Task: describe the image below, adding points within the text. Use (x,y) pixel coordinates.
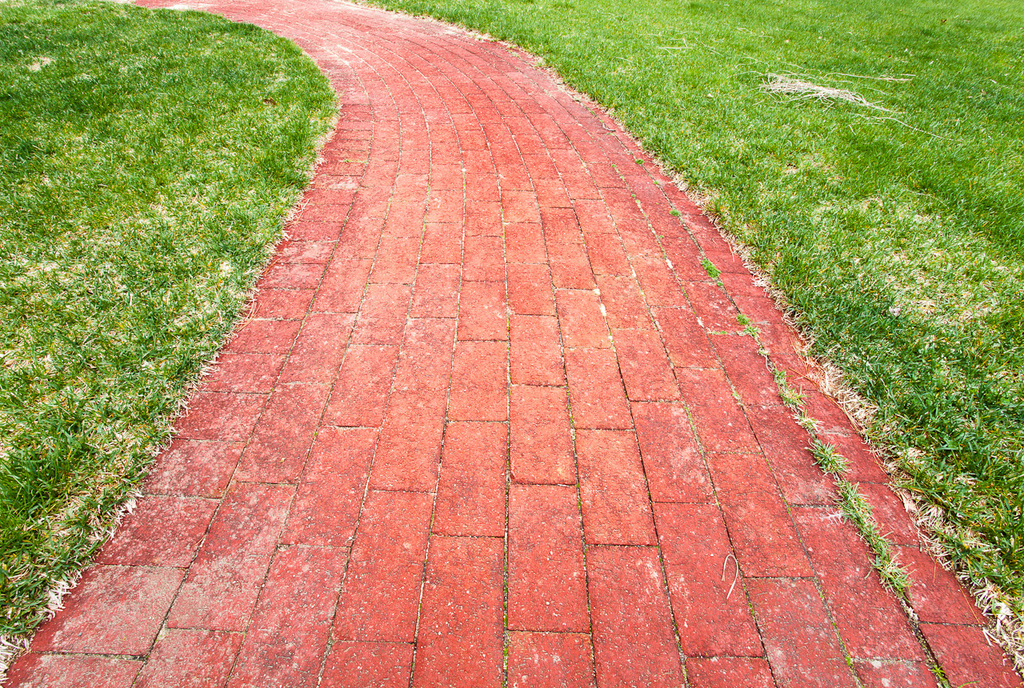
In this picture we can see the grass (189,148) and a path (323,152).
